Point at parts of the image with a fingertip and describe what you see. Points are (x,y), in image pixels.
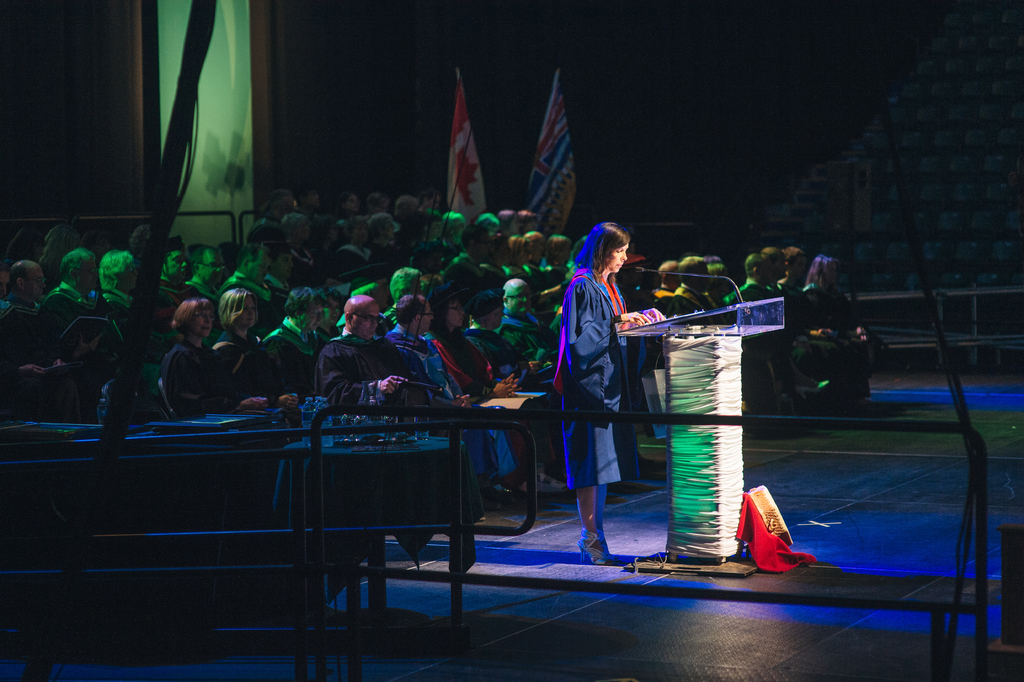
In this picture we can see a woman (611,309) standing at the podium (738,448) on the floor (617,570) and in front of her we can see a mic (707,277) and at the back of her we can see a group of people (483,308), flags (556,147), wall (450,167), book (91,326), table (380,450), bottles (304,409) and some objects (130,357) and in the background (644,106) we can see chairs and it is dark.
